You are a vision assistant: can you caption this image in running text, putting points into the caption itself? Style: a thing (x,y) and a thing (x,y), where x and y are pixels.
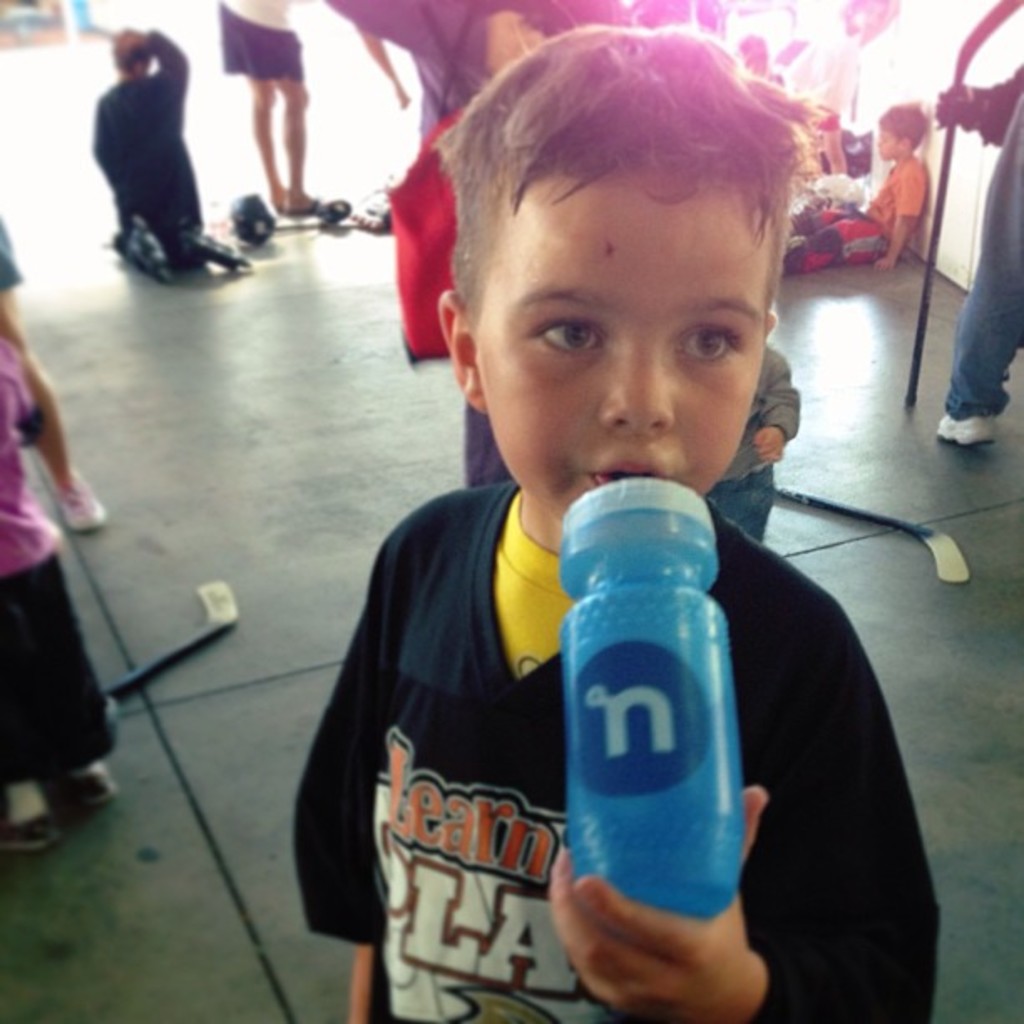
As we can see in the image there are few people (749,319) sitting and standing on floor (275,428).
